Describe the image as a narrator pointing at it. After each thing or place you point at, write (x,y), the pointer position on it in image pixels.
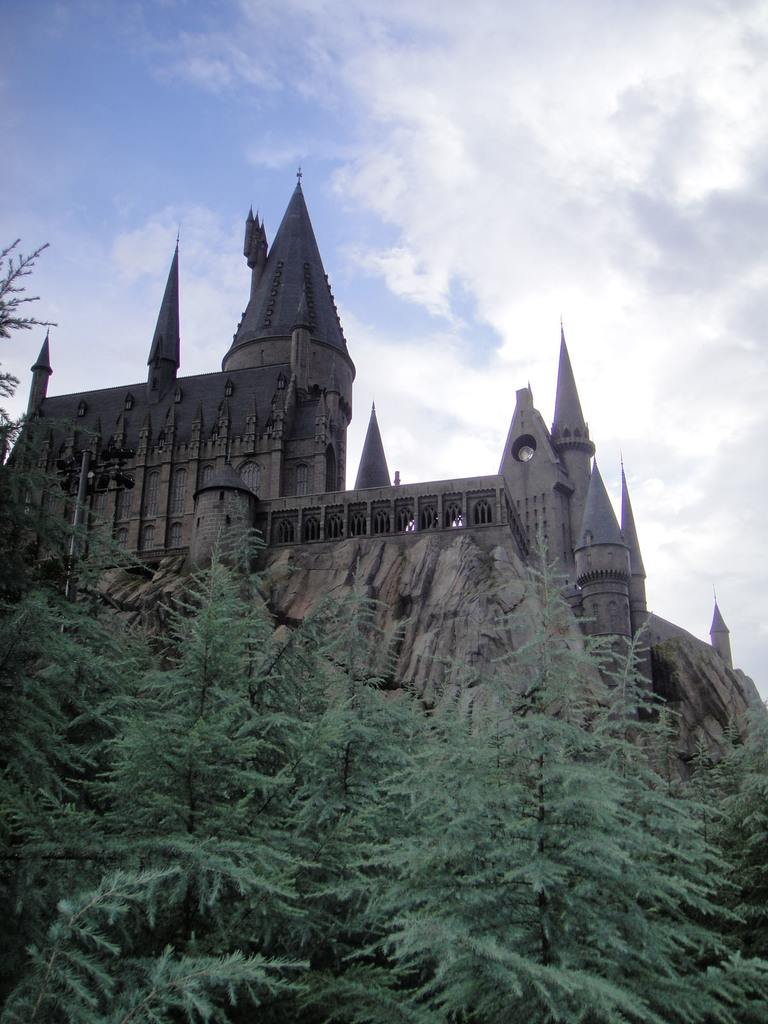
In this image I can see the building (277,448). To the side of the building (263,501) I can see many trees (361,823). In the background (325,117) there are clouds (242,67) and the blue sky (175,128).
